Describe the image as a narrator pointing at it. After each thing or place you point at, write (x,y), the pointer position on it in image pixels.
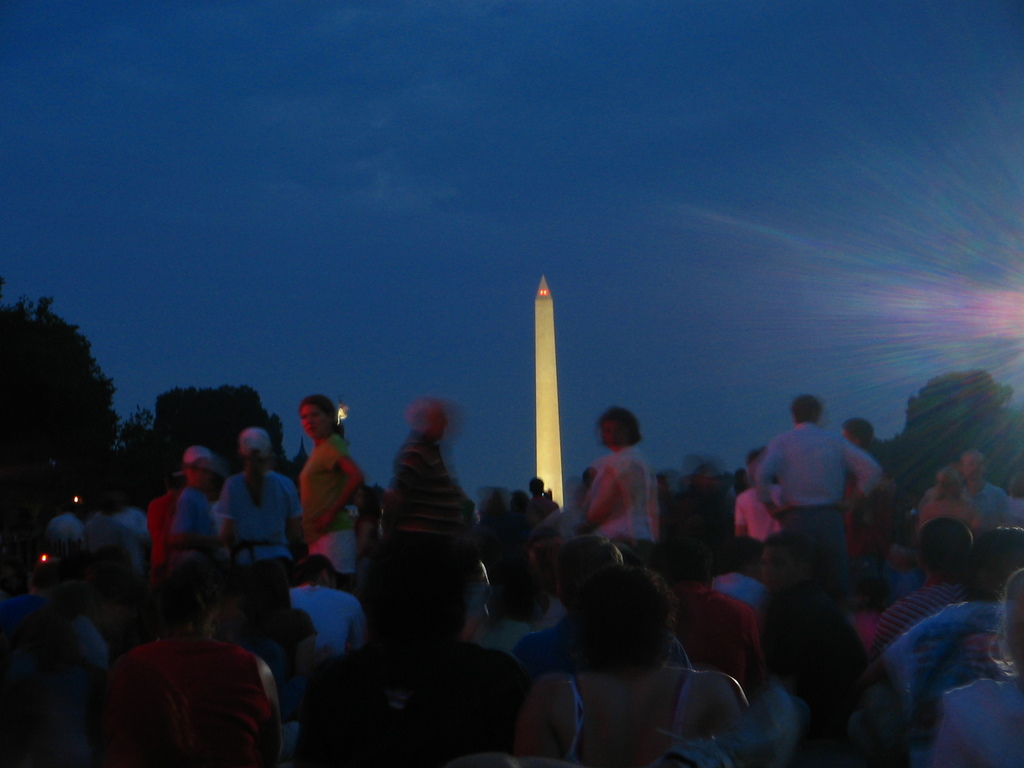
In this picture I see few people (672,493) standing in the back (644,472) and few people (432,639) might seated on the front (443,732) and I see trees (233,412) on the left (15,344) and right side of the picture (919,403) and it might be a tower (552,360) with lighting (552,472) and I see a blue sky (392,168).
